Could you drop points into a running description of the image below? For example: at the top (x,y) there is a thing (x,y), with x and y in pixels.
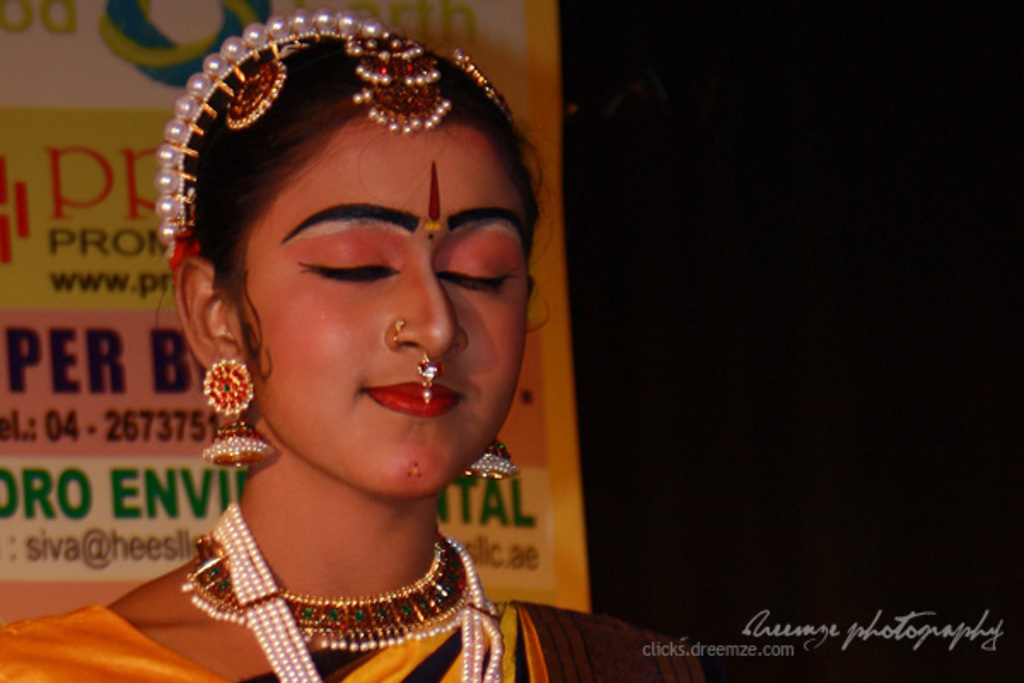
In this picture I can see a woman (275,417), she is wearing few ornaments (379,629) and I can see a banner (220,46) in the back (41,441) with some text (55,431). I can see text (777,618) at the bottom right corner of the picture (825,637).
